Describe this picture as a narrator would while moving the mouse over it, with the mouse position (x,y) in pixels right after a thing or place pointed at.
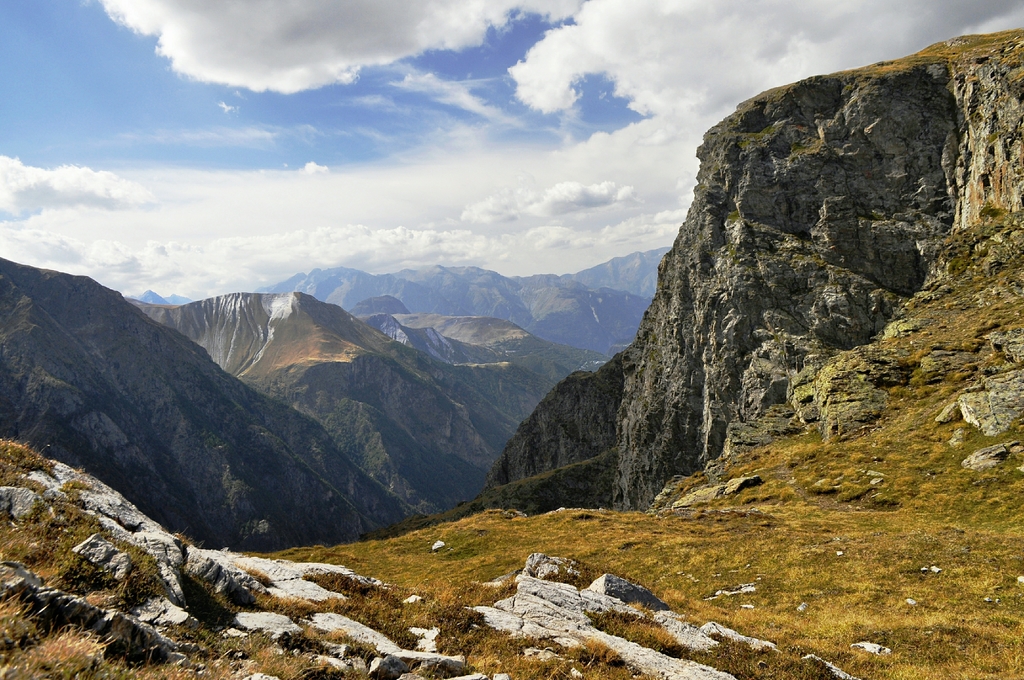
In this image I can see the ground (814,590), few huge mountains (633,337) and in the background (264,142) I can see the sky (331,113).
